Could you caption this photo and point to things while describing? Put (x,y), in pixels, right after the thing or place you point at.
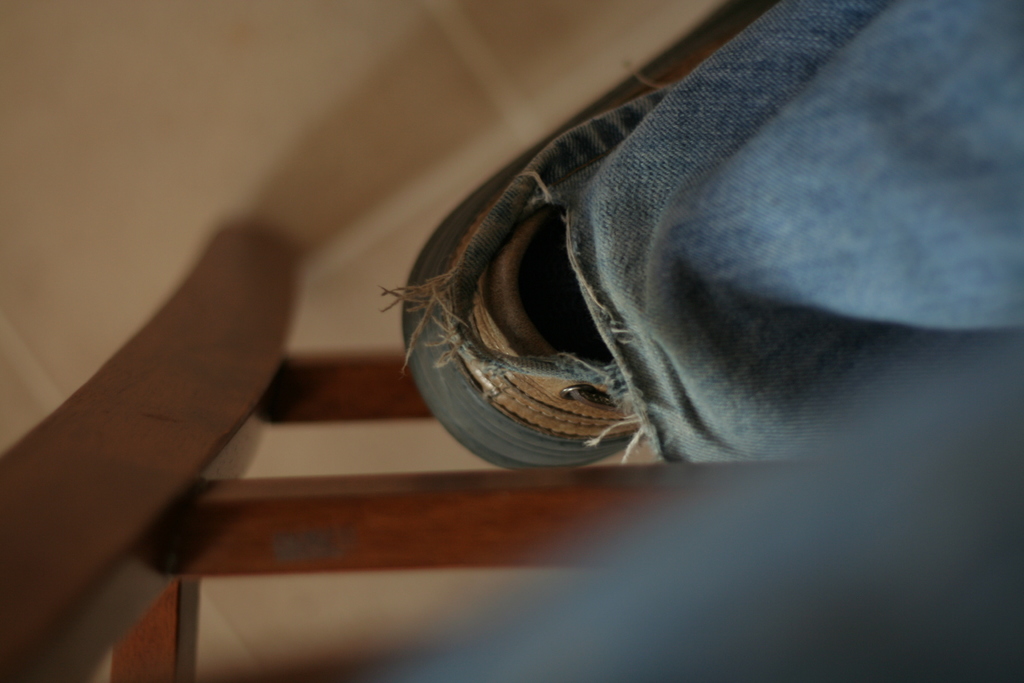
In this picture we can see an object (440,309), cloth (846,377), wooden object (213,536) on the floor (231,171).
